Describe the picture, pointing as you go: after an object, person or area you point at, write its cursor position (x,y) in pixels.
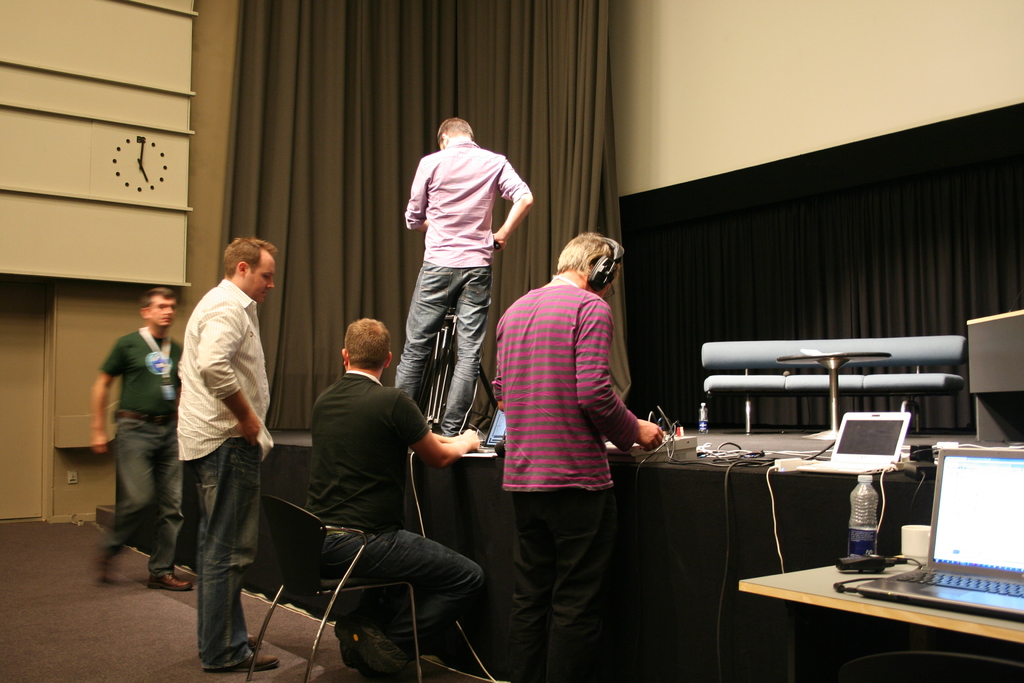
This person (469,195) is standing on stage (701,480). On stage (707,566) there is a couch (891,375), table (833,365), laptop (869,423) and cables (729,469). This person (378,540) is sitting on a chair (414,630). This 3 persons (557,337) are standing on floor (137,566). This person (573,447) wore headset (605,272). On this table (937,619) there is a laptop (938,472) and bottle (868,511). This is a curtain (268,191). A clock (135,184) on wall (52,165).
